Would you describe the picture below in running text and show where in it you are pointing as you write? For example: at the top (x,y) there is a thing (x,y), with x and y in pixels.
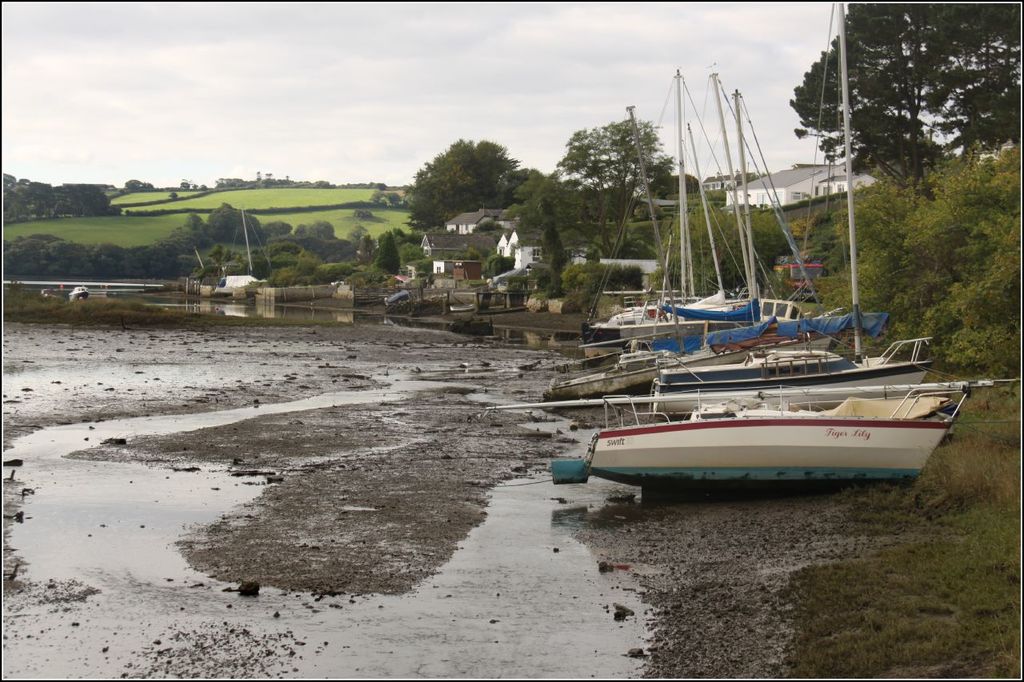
In this image we can see the boats (246,247). And we can see the water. And we can see the trees (937,238), plants (899,260) and grass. And we can see the buildings (804,186), clouds (149,102) in the sky (79,120).
